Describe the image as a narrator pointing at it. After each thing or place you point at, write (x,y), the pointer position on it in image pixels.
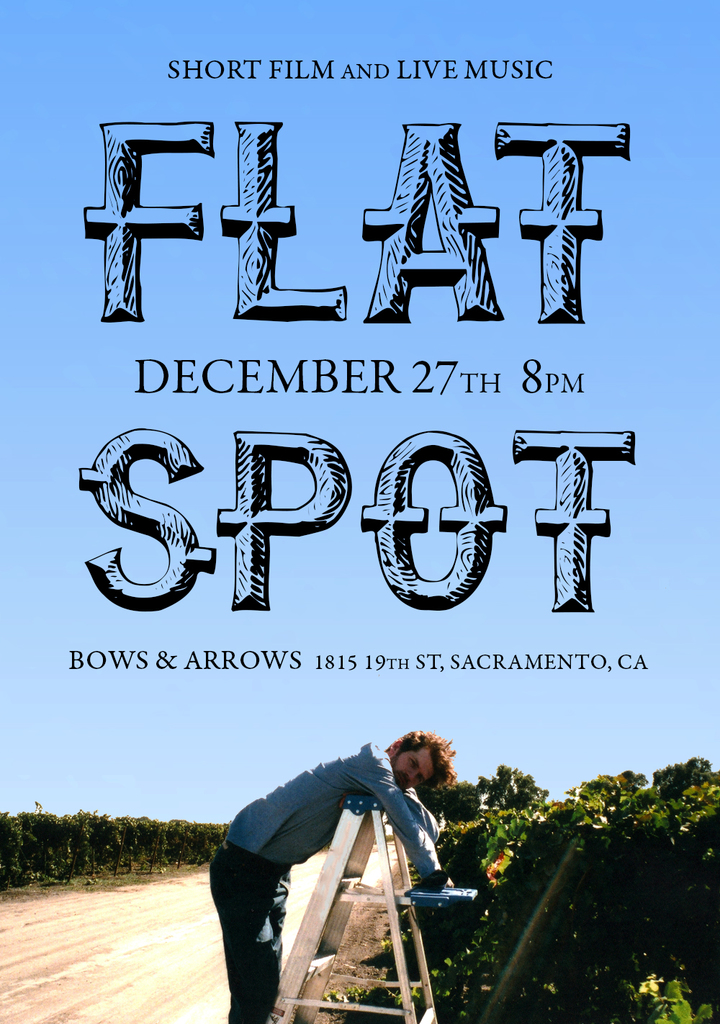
In this picture, we can see a person (279,833) lying on ladder (339,895), we can see the ground (360,924), trees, plants (448,949) and the sky (323,688), and we can see some text (450,74).
